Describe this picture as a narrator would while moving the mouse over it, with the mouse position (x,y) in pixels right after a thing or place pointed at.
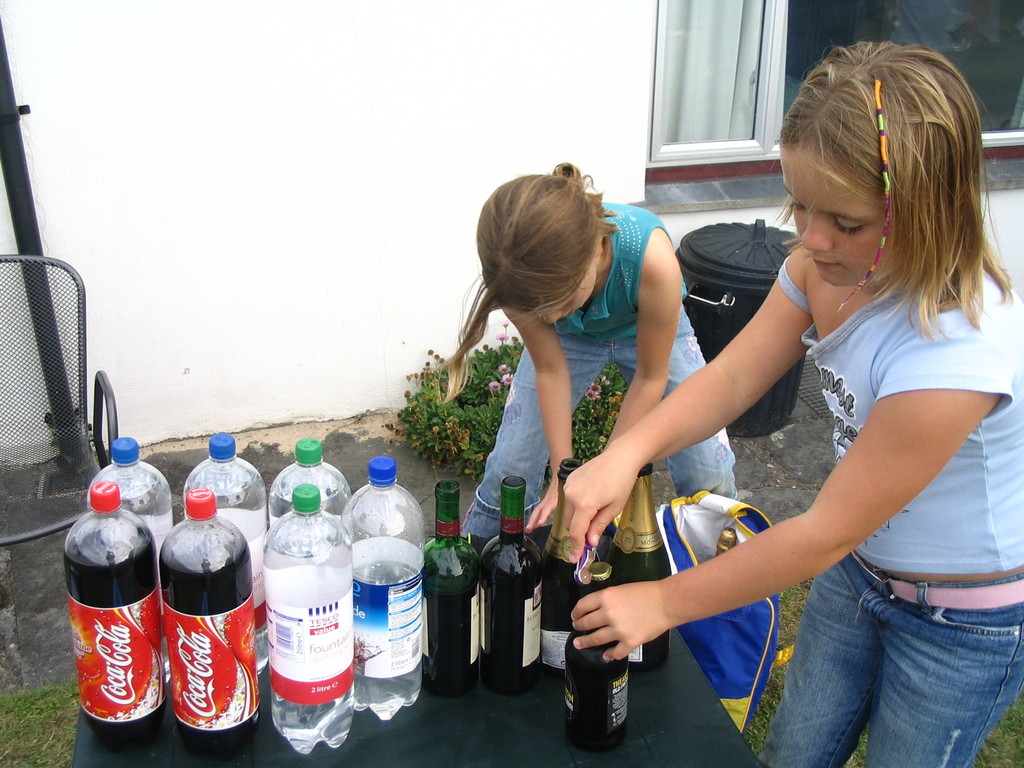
In this image I can see two girls (838,390) are standing. Here I can see number of bottles (639,566). In the background (476,413) I can see a plant (594,439) and a container (726,313).
